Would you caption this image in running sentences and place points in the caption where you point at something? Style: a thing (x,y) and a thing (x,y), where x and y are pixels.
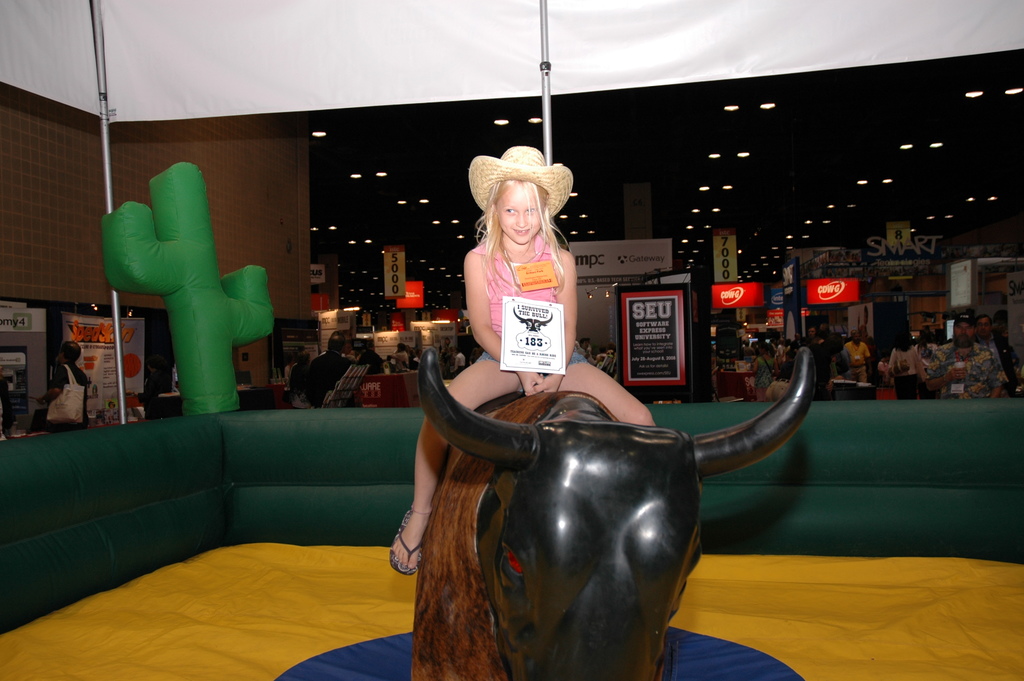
In the foreground of this image (538,264), there is a girl (532,285) wearing hat (548,177) is sitting on a depiction bull (528,575). On the top (416,65), there is a white color tent (381,47). In the background (840,376), we can see few boards (644,303), banners (129,356), persons (75,363) walking and light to the ceiling (733,181).
